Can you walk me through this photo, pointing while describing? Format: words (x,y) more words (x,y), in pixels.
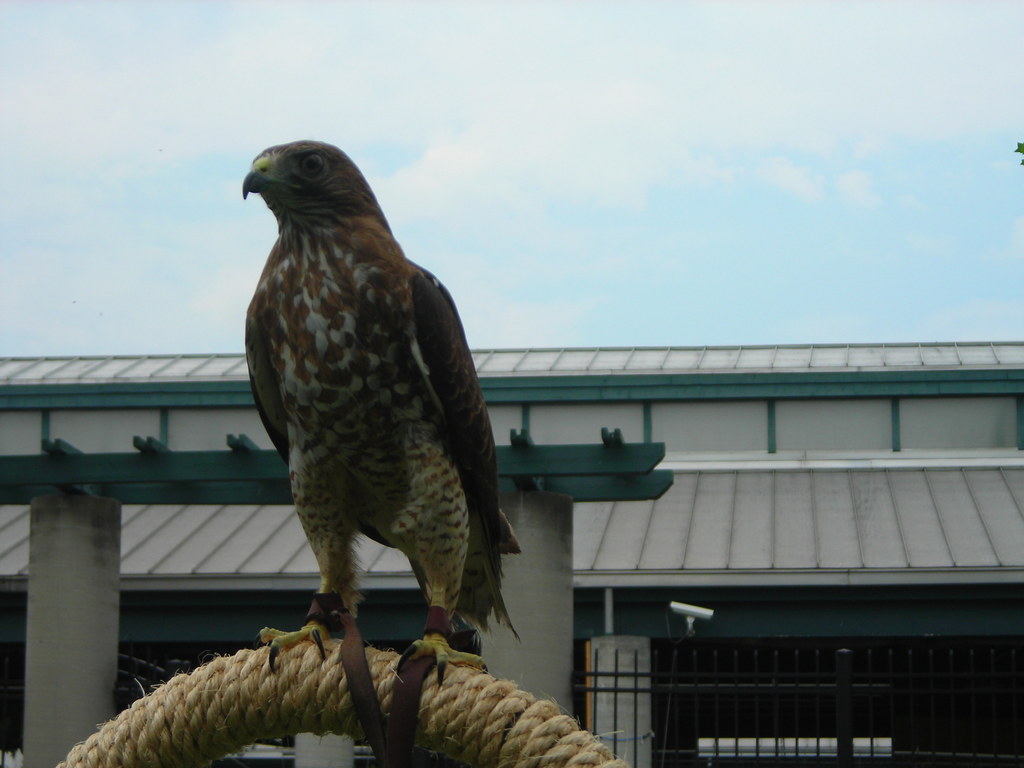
In this picture there is a hawk (352,380) who is standing on this rope (527,767). In the back (644,432) we can see building (726,434). On the top (625,28) we can see sky (670,122) and clouds (537,124). On the right (1023,158) there is a leaf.
